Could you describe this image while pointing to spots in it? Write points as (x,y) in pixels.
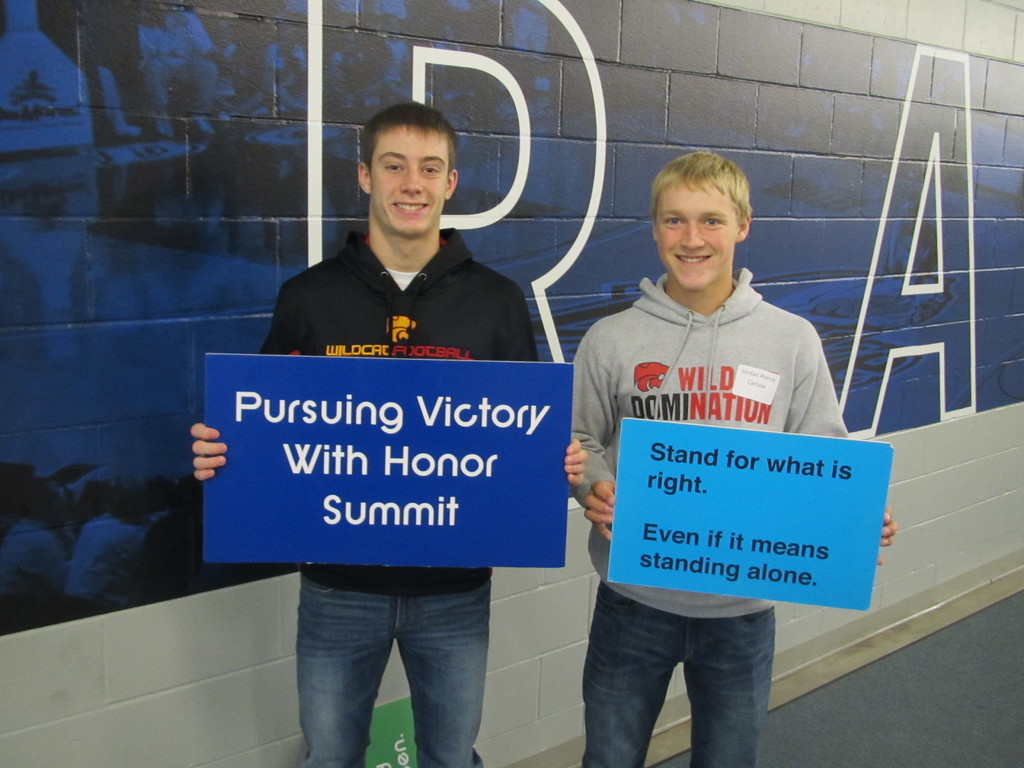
In this image we can see two men (466,299) standing and holding boards (513,507) with something written. In the back (756,147) there is a wall (257,124) with something written on that.
